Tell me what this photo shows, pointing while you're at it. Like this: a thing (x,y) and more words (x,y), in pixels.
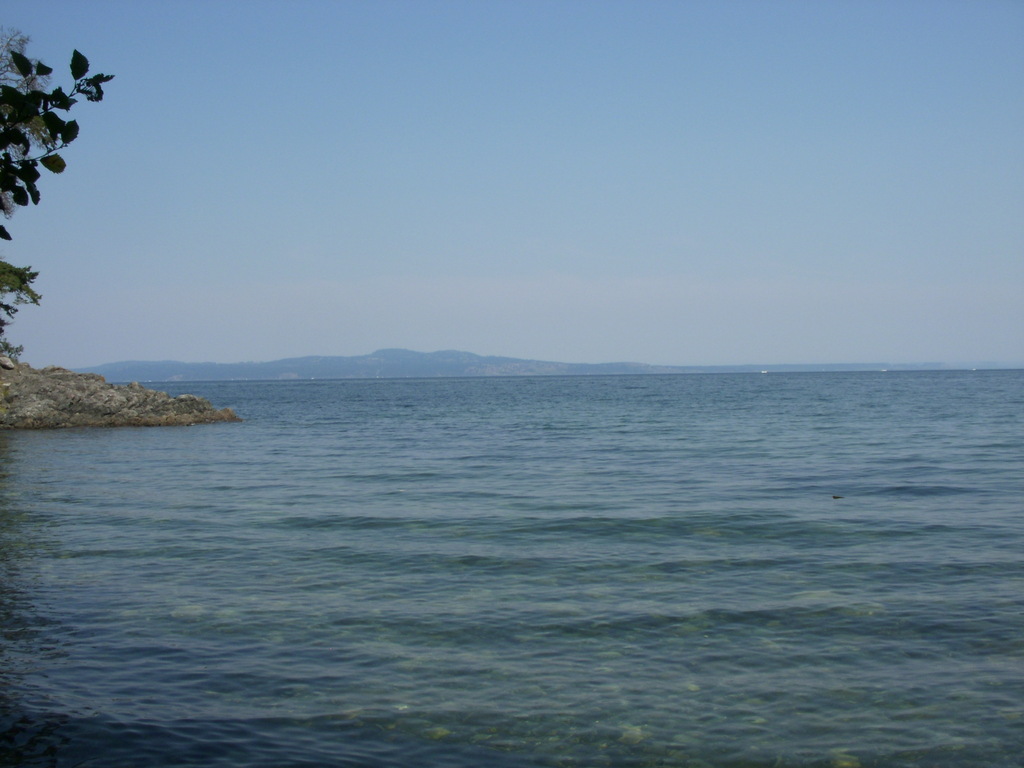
I think this is a sea (458,431) with the water (492,434) flowing. This is the rock (87,391). I can see the tree (8,170). In the background (108,370), these look like hills (491,369).
